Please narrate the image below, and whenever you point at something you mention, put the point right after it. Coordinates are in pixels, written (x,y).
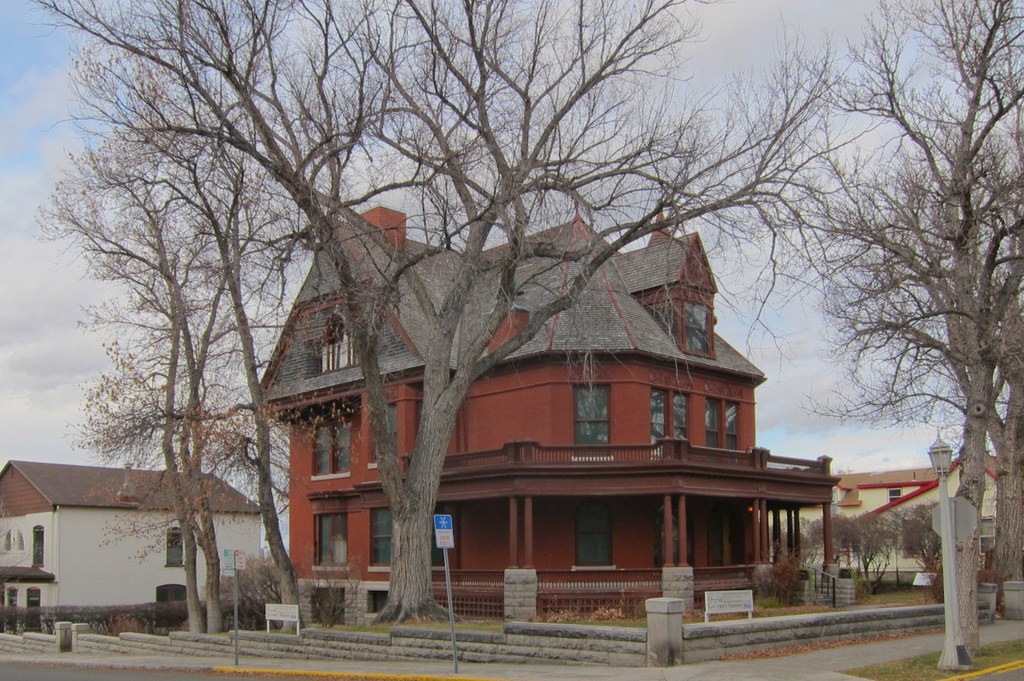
In this picture we can see a building (385,536), here we can see houses (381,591), trees (421,595), name boards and some objects (448,603) and we can see sky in the background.
